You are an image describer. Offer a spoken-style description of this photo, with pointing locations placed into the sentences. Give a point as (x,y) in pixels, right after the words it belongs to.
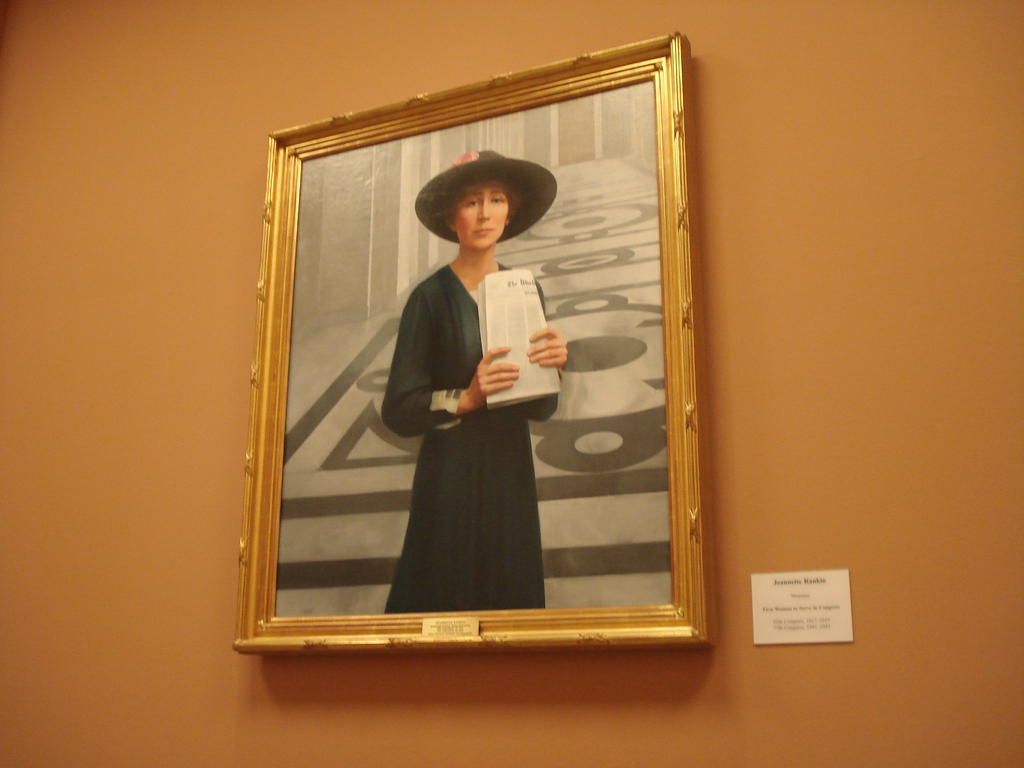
In this image, we can see a frame (396,161) and a board (848,637) on the wall (260,671) and on the frame (444,378), we can see a person (451,293) wearing a hat (455,184) and holding papers (516,349).
